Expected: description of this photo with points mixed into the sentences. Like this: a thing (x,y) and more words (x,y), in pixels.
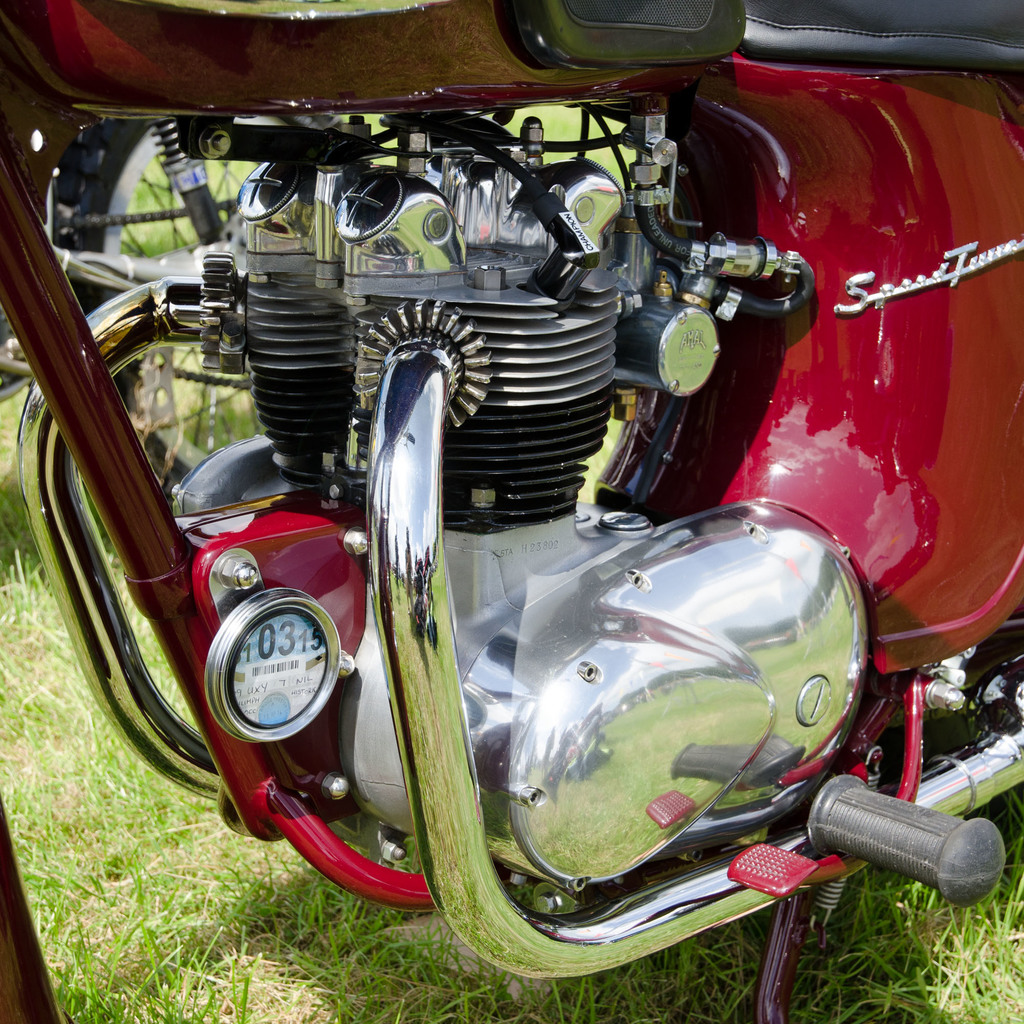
In this image I can see a part of a motorcycle (299,510). At the bottom (174,945), I can see the grass (167,891).
